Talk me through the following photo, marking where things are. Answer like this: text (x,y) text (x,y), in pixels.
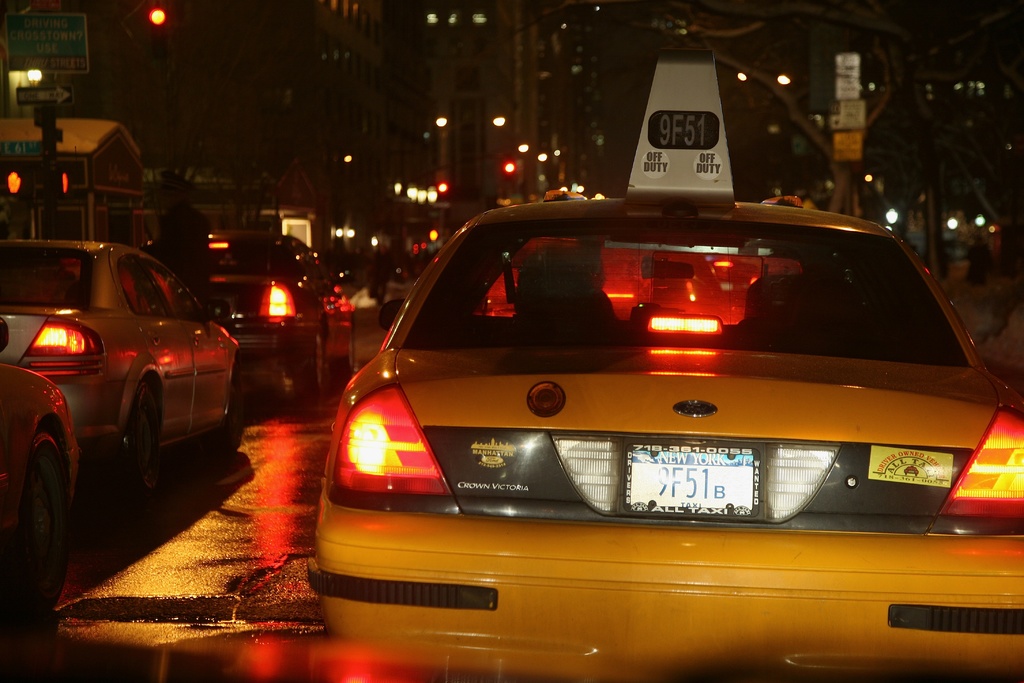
In this image we can see a group of cars (465,417) parked on the ground (267,503). To the right side of the image (709,80) we can see sign board (657,160) placed on the car (594,498). In the background (488,174), we can see a group of buildings (373,167) and lights (7,190).
